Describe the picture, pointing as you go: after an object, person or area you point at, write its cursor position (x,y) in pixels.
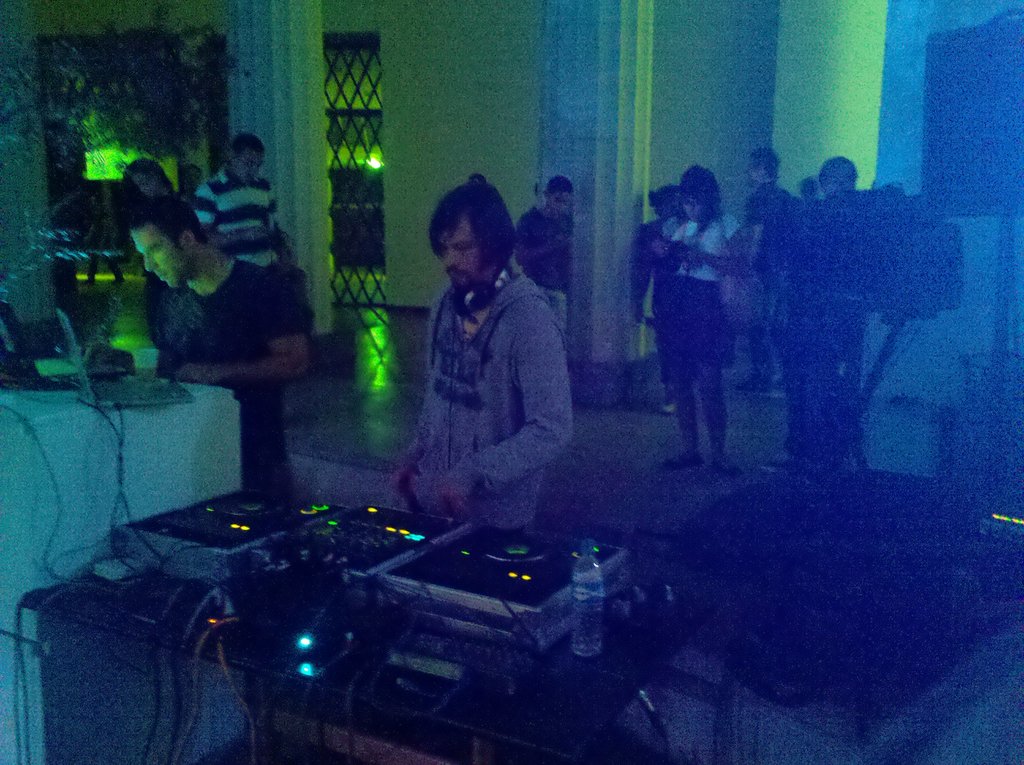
In the center of the image (495,476) we can see a man (472,424) playing dj, next to him there is a man (264,405) standing. We can see a table (128,422) and there are laptops (38,378) placed on the table (7,542). In the background (85,193) there are people (260,212), wall (497,178), gate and lights (373,156).
